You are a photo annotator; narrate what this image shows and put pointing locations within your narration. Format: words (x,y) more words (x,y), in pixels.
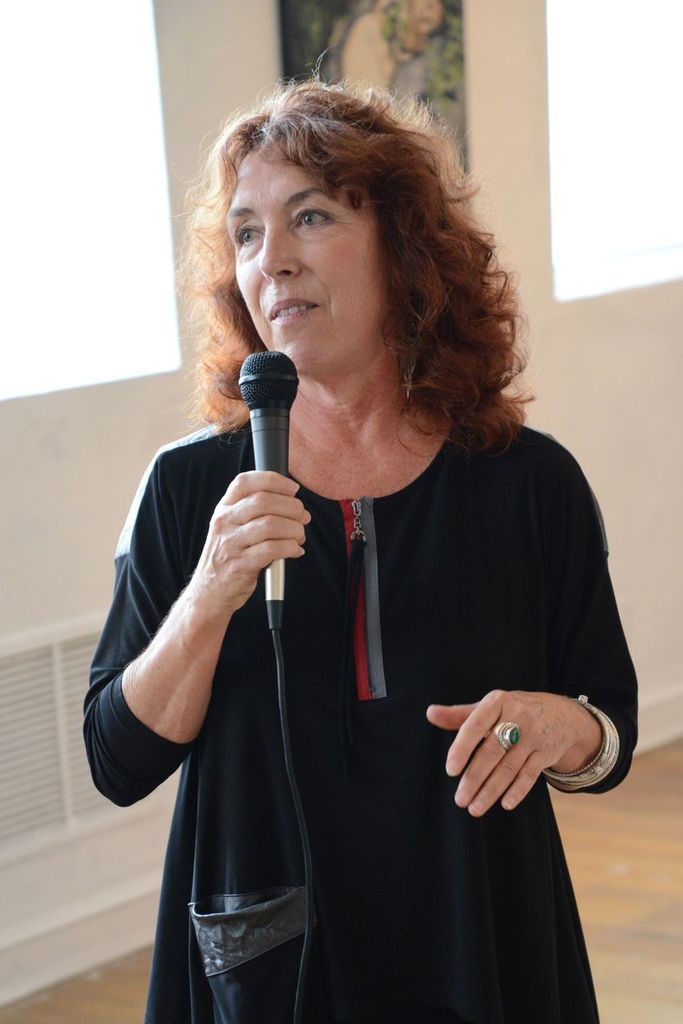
In this image we can see a woman (412,813) standing on the floor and holding a mic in one of her hands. In the background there is a wall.
